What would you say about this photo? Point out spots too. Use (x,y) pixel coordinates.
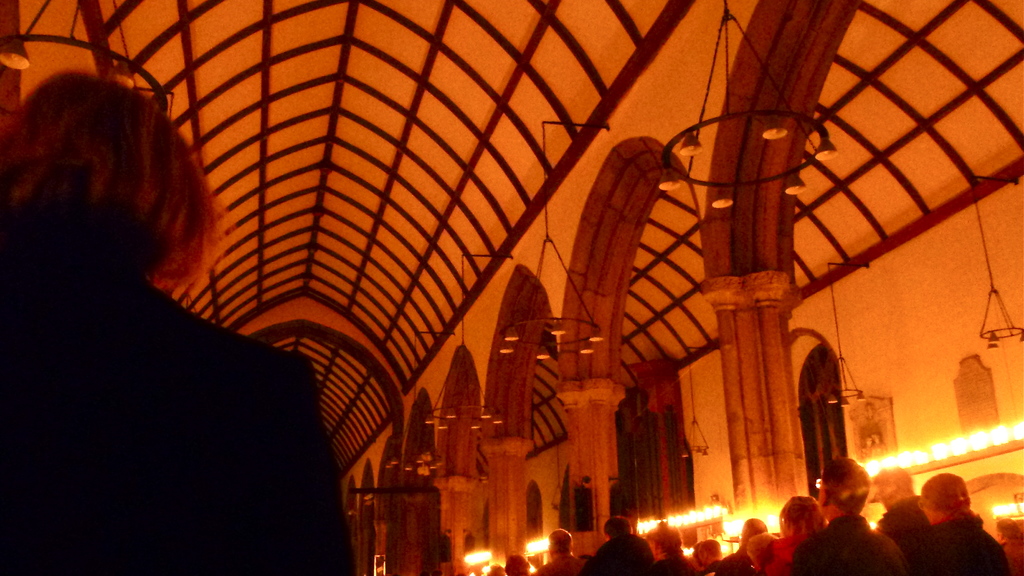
In this picture we can observe some people (824,547). There are men (621,560) and women (297,448) in this picture. On the right side (719,516) there are some candles (726,512). We can observe pillars (498,503). There are black color blocks (478,155) on the ceiling (440,151).
